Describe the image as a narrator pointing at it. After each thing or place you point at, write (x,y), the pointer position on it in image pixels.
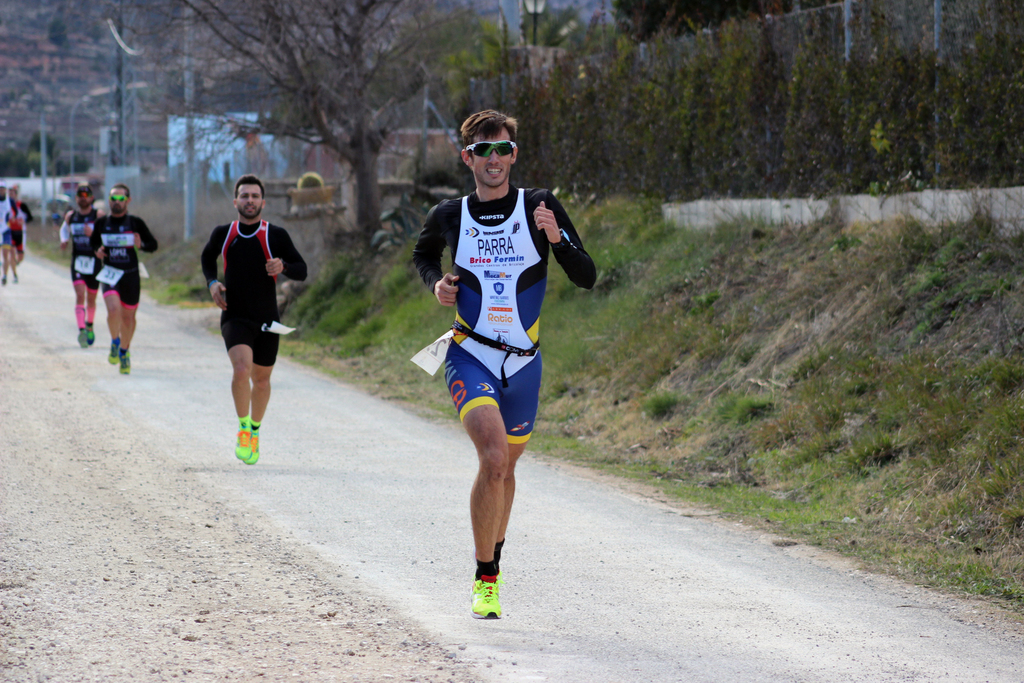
In this image, there are a few people (490,455). We can see the ground (302,504) with some objects (309,197). We can also see some grass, plants (913,62), poles (44,191), trees (249,59) and the fence (275,173). We can also see some houses (243,161) and the wall (315,212).
